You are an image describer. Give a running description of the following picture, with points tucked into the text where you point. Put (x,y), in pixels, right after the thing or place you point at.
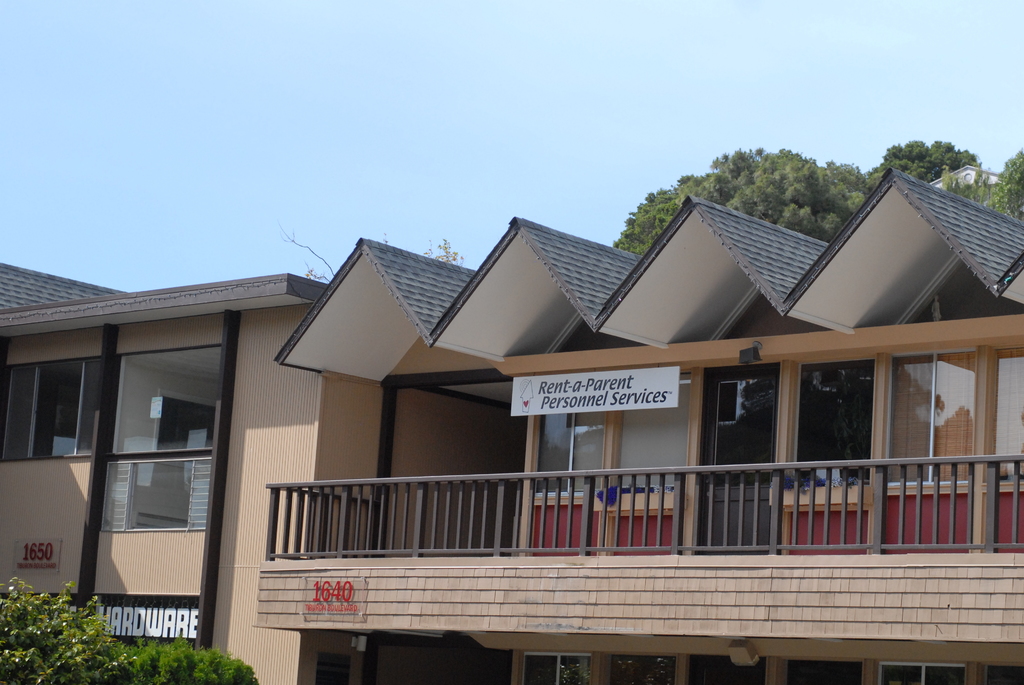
In this image we can see some houses (262,508), trees (178,664) and top of the image (379,114) there is clear sky (348,200).
